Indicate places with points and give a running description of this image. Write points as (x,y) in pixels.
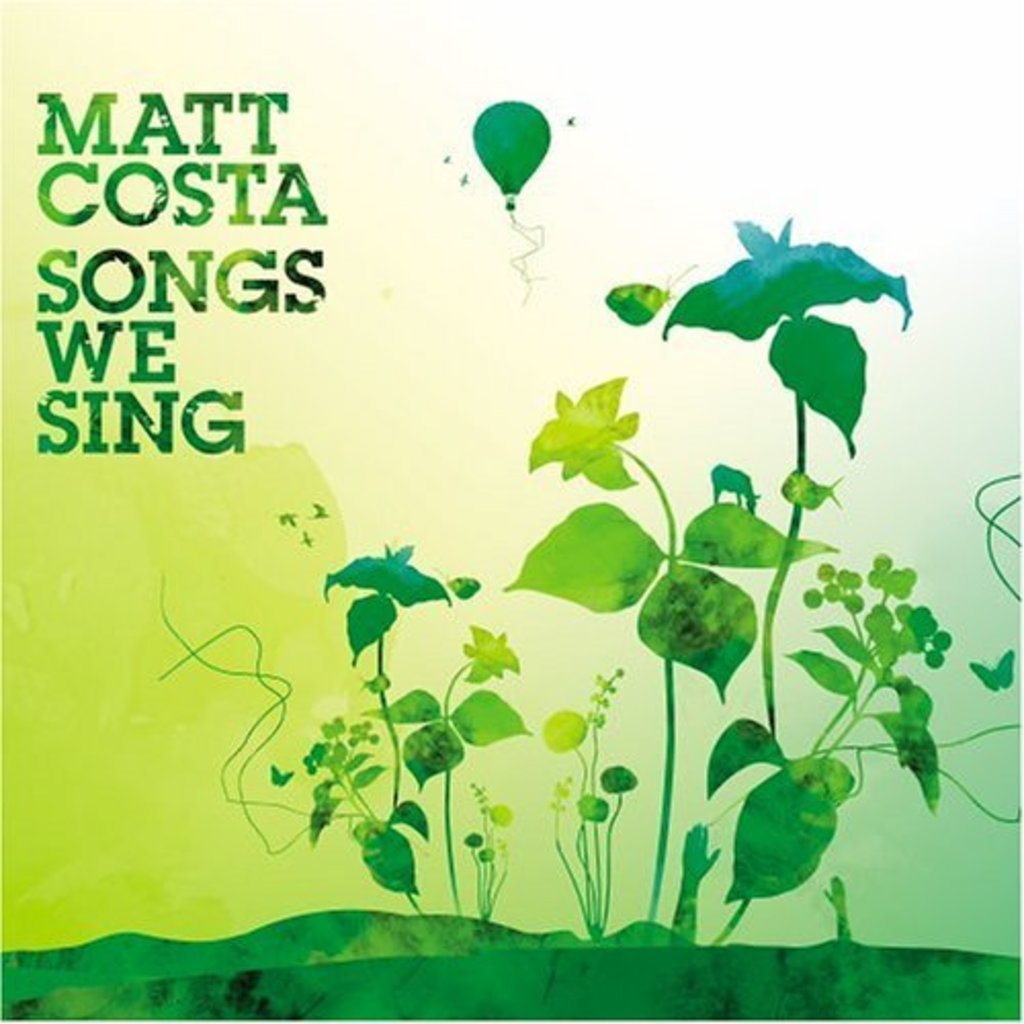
In this picture we can see poster (612,697), in this poster (612,753) we can see plants (573,745), hot air balloon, grass (175,989) and text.
